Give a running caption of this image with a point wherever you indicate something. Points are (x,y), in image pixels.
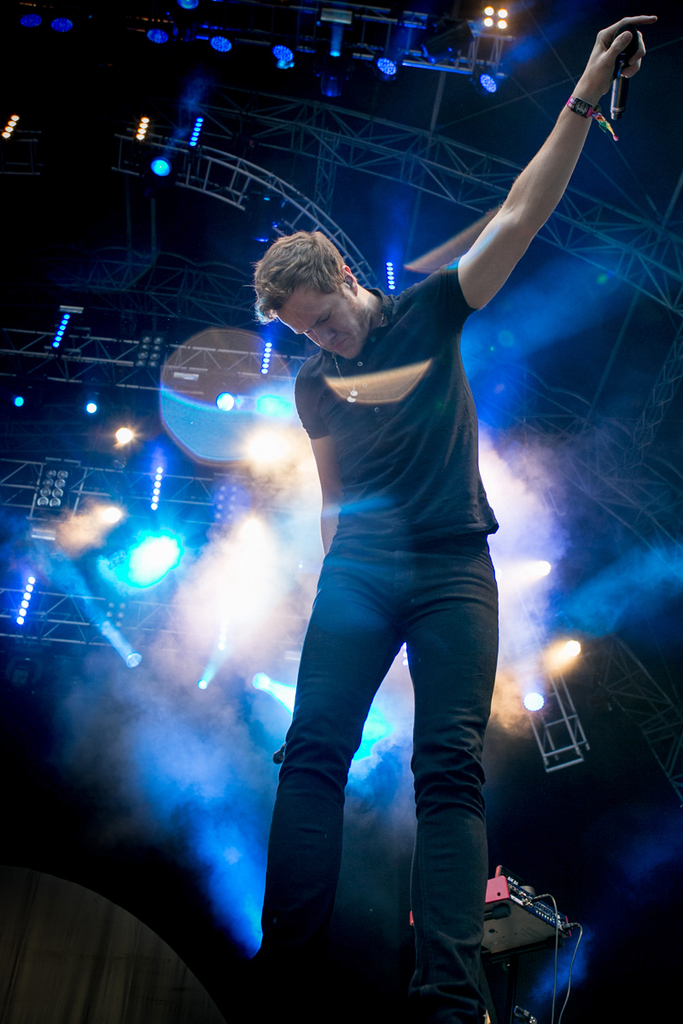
In this image we can see a person (314,935) standing on the floor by holding a mic (615,100) in his hands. In the background (468,164) there are musical instruments (533,910), electric lights (257,219) and grills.
